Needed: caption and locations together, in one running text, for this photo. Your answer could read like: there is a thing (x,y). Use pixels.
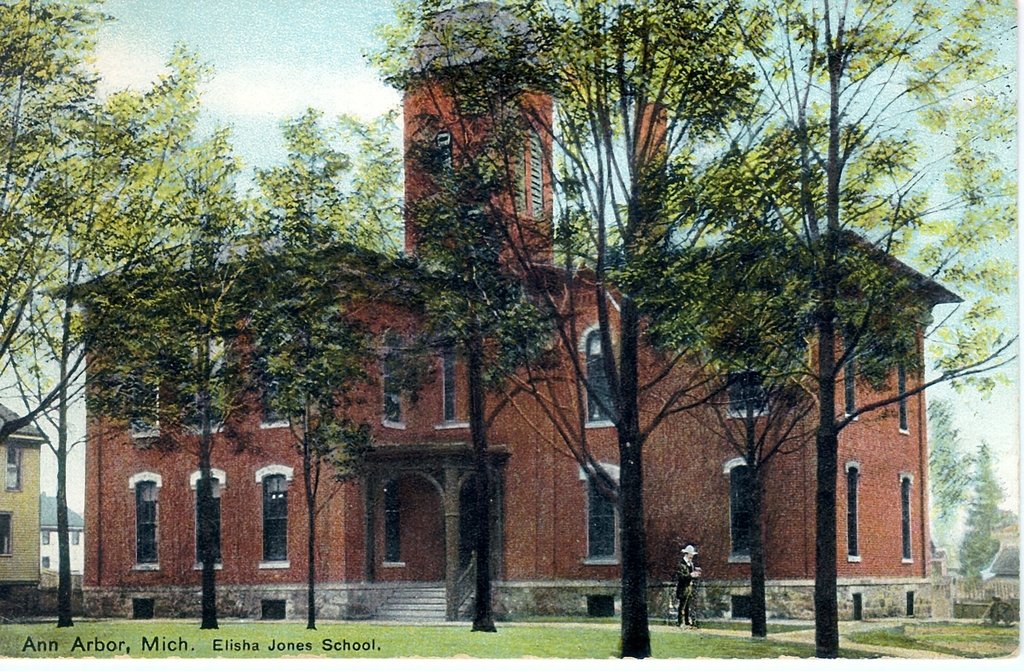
In the left bottom corner (180,637), there is a watermark (50,644). There is grass (503,657) and trees (63,566) on the ground (928,633). There is person (691,588) standing on the road (654,626) near a building (432,599) which is having glass windows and towers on the top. In the background (872,234), there are buildings (34,568), trees (973,553) and clouds (321,88) in the blue sky (259,64).
